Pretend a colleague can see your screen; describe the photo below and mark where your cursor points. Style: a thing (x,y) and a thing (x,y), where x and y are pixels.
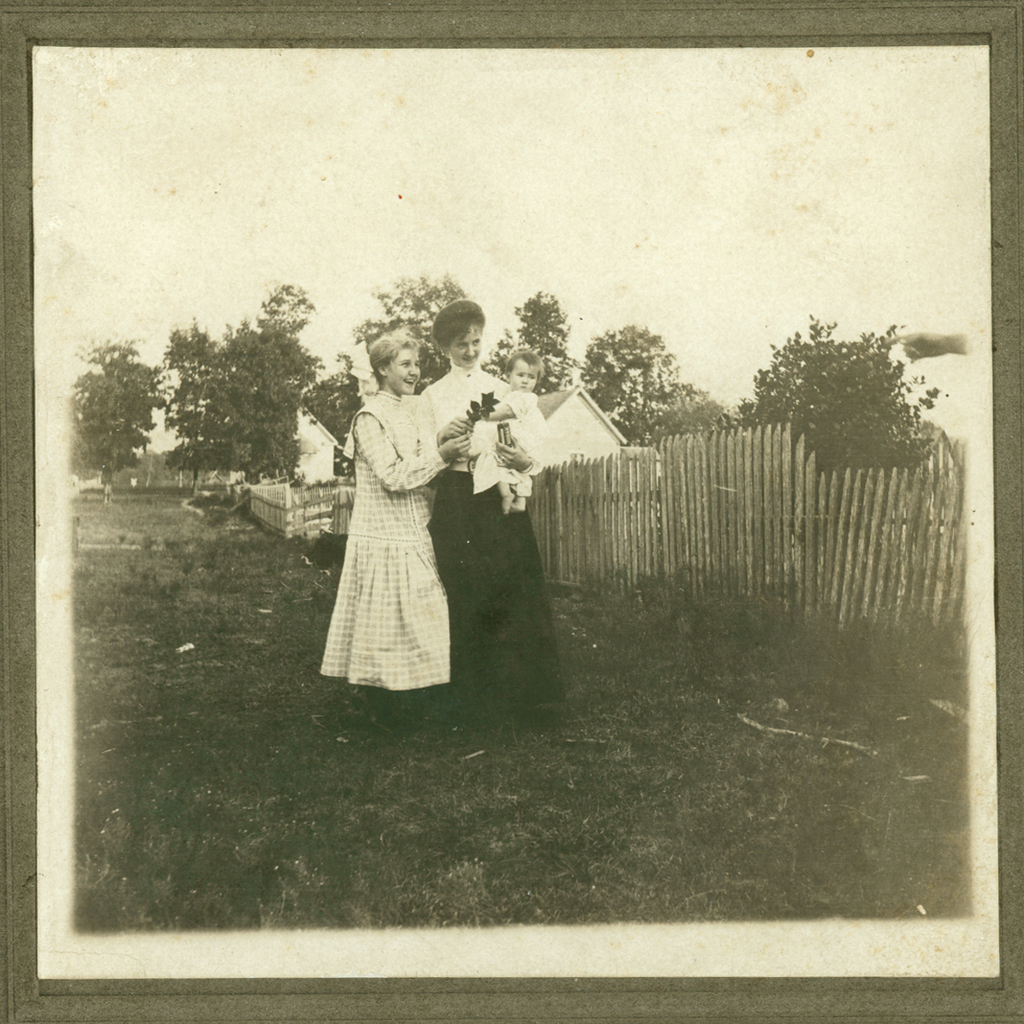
In this image I can see two women (390,418) are standing and here I can see one of them is holding a baby (529,354). In background (222,459) I can see few trees (793,364), few buildings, grass (446,761) and I can see this image is black and white in colour.
